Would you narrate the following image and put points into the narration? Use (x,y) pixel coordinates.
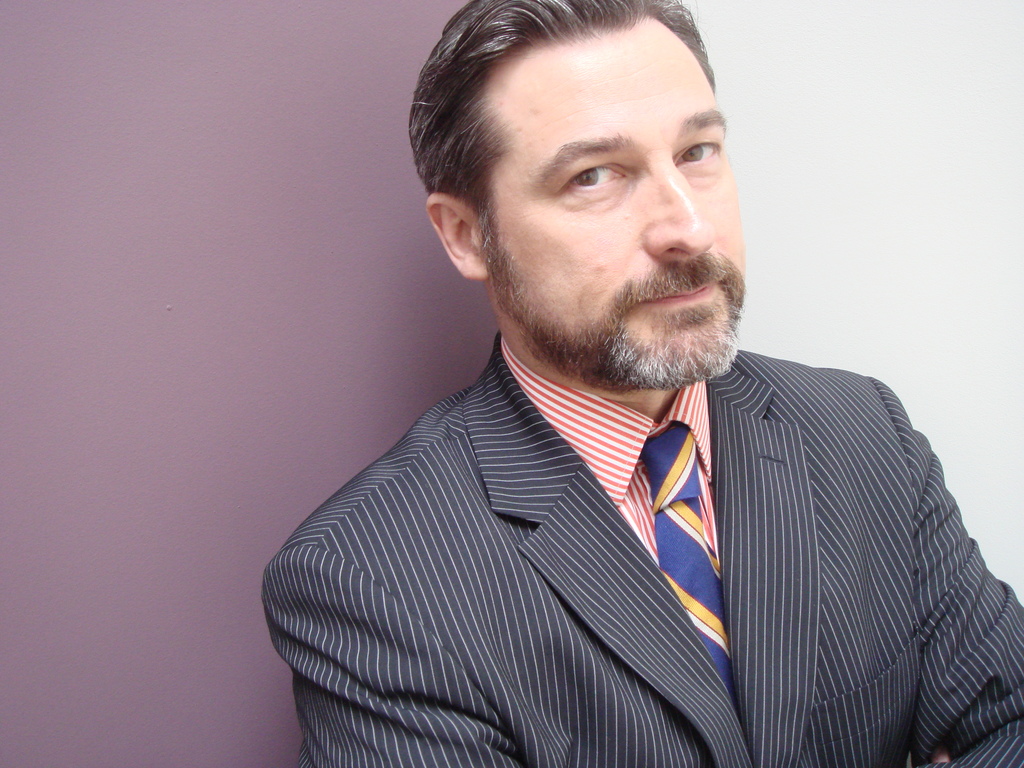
In the image there is a man (550,492), behind the man (510,584) there is a wall (186,446).
